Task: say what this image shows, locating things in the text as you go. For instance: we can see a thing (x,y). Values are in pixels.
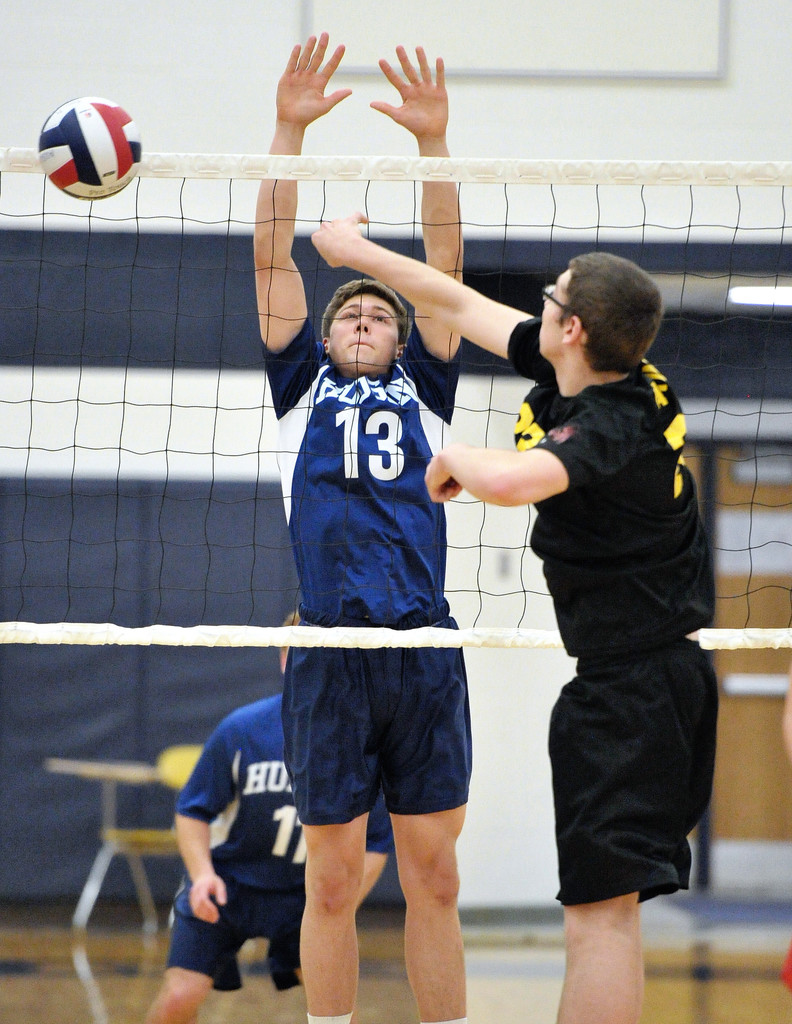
In this picture, we see a man (436,664) in the blue T-shirt (377,515) and the man (620,486) in the black T-shirt (651,612) are jumping. They are separated by a net (160,167). they might be playing the volleyball. On the left side (126,164), we see a ball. Behind the man (429,887), we see a man (251,856) in the blue T-shirt (255,814) is standing. Behind him, we see a chair (172,760) and a table (106,805). In the background (199,514), we see a wall (199,514) in white, blue and brown color. At the top (494,68), we see a white board (571,72) is placed on the wall (235,196). This picture might be clicked in the volleyball court (375,906).
